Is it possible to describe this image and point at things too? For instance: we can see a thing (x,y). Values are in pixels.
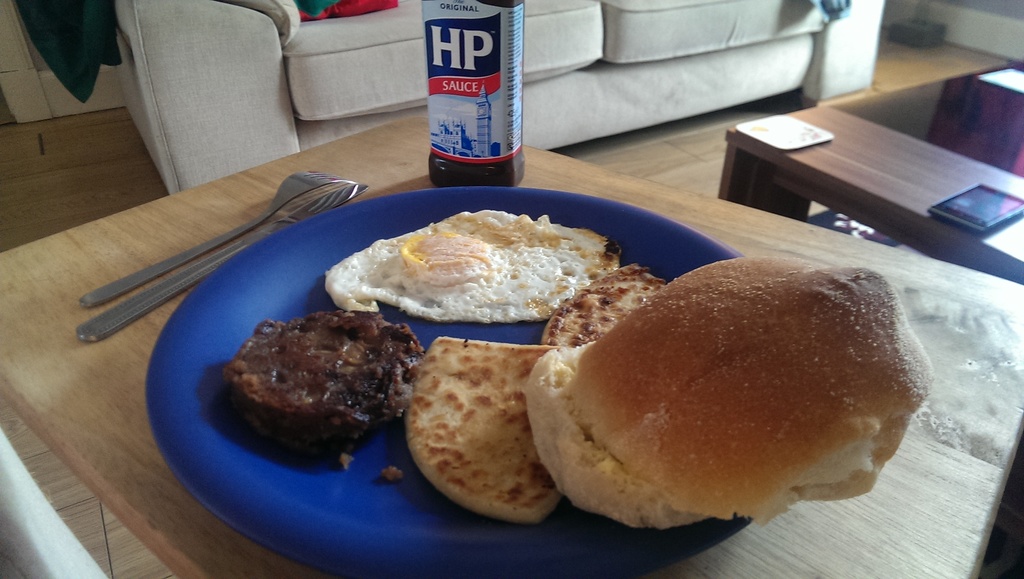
In this image there is a couch (326,81) at the top of the image (358,99). And I can see a table (128,364) at where fork (316,183) and knife (307,193) are placed and there is a plate (192,379) which contains fried egg (469,263), potato scones (585,318), bun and some other food item (353,339). I can see a mobile phone (948,214) on the teapoy (954,179) and other object (807,133) which is white in color. There are some clothes (91,20) which are on the couch (206,45). I can see a sauce bottle (467,114) beside the plate (455,194) on the table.
